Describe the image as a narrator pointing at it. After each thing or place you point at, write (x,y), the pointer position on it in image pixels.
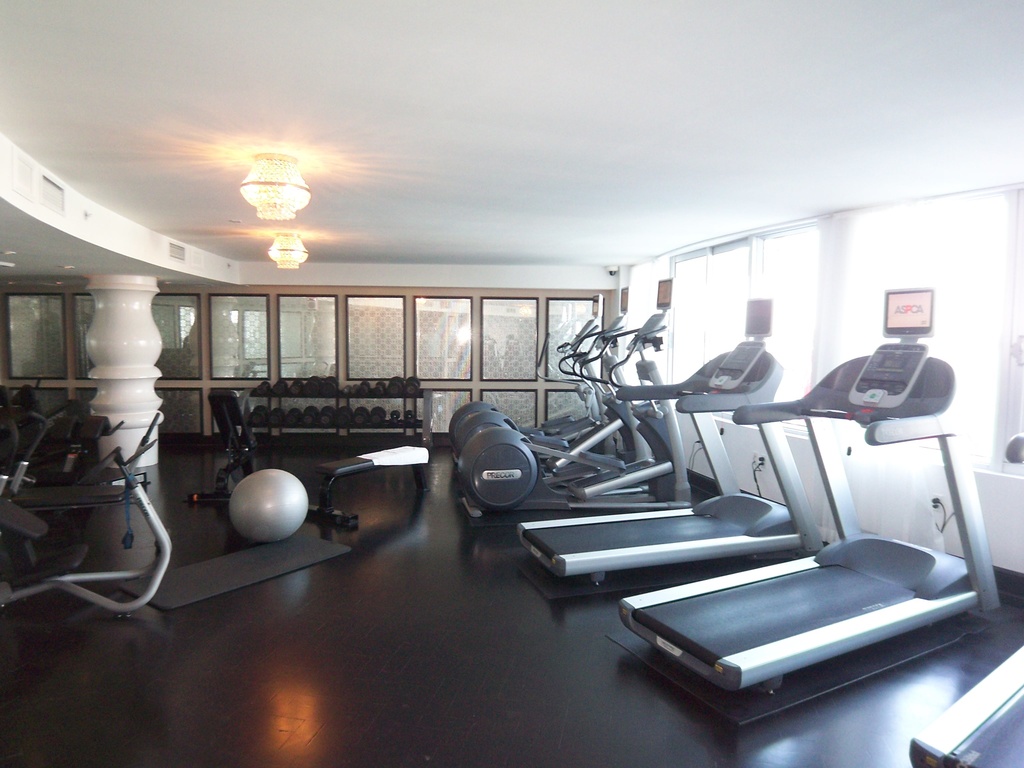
This picture is taken in a gym center (444,614) having treadmills (622,400), ball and few dumbbells (258,415) in the racks (364,427). There is a pillar (124,356) at the left side of image (123,346). Few lights (286,172) are attached to the roof (490,242).
